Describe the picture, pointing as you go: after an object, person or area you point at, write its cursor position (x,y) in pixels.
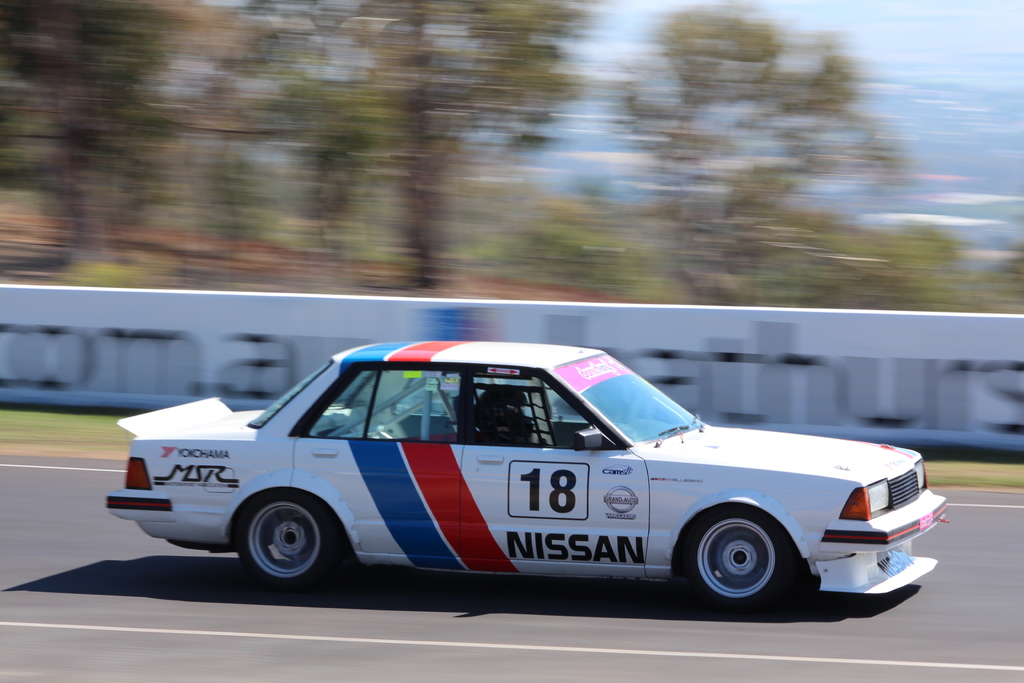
In this picture there is a car (523,553) in the center of the image (346,387) and there are trees (465,104) at the top side of the image (132,130).
